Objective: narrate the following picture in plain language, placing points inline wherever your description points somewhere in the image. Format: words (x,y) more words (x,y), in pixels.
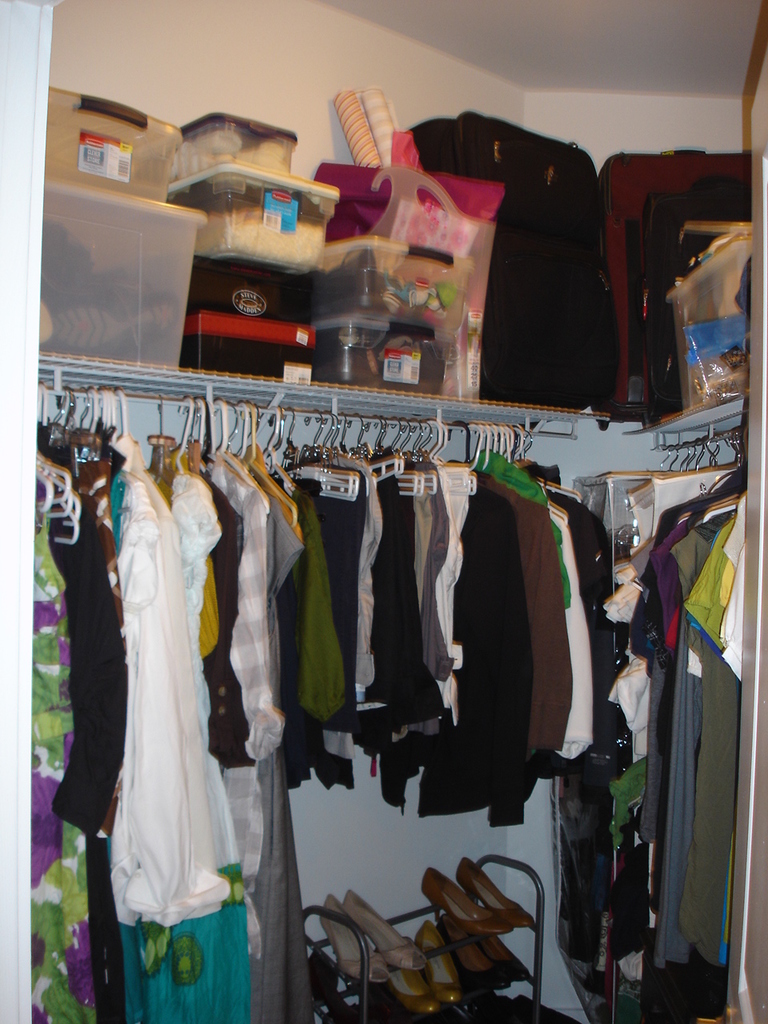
In this image I can see number of clothes (436,542) on hangers (680,520). On the top side of this image (472,227) I can see number of boxes (323,350) and few bags (546,179). On the bottom side of this image (350,900) I can see number of shoes (495,961) on the stand (307,910).
